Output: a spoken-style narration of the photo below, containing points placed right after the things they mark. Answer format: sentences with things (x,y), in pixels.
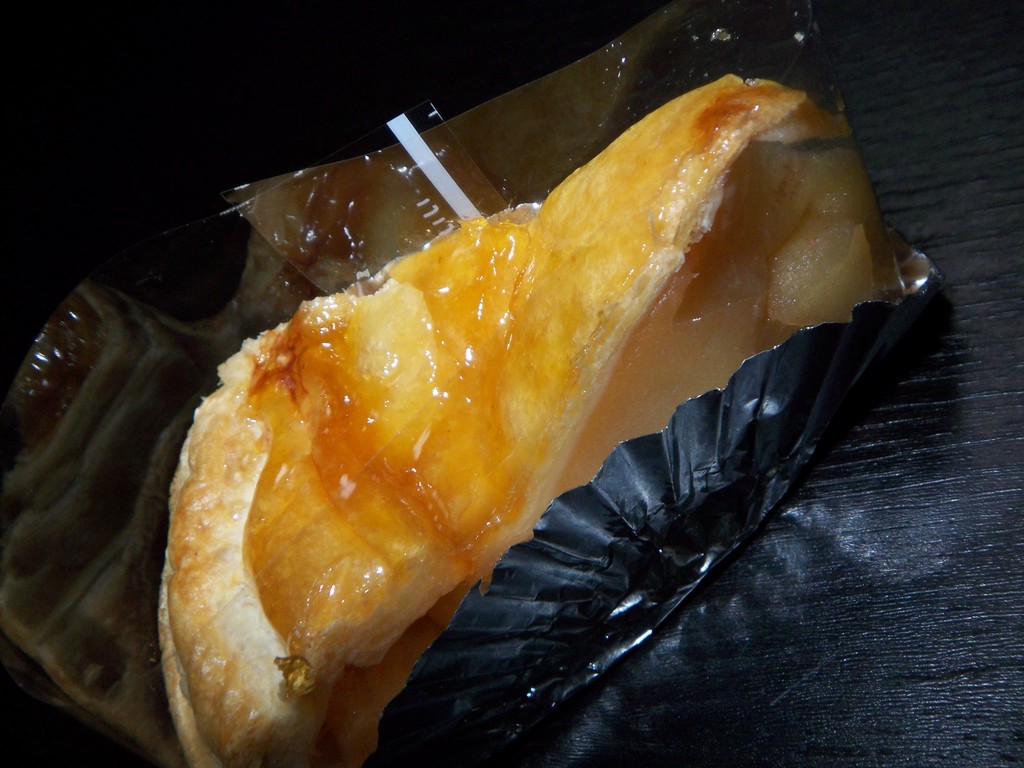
In this image, this looks like a food item (291,534), which is on a paper plate (553,551). I think this is the table (909,509), which is black in color.
